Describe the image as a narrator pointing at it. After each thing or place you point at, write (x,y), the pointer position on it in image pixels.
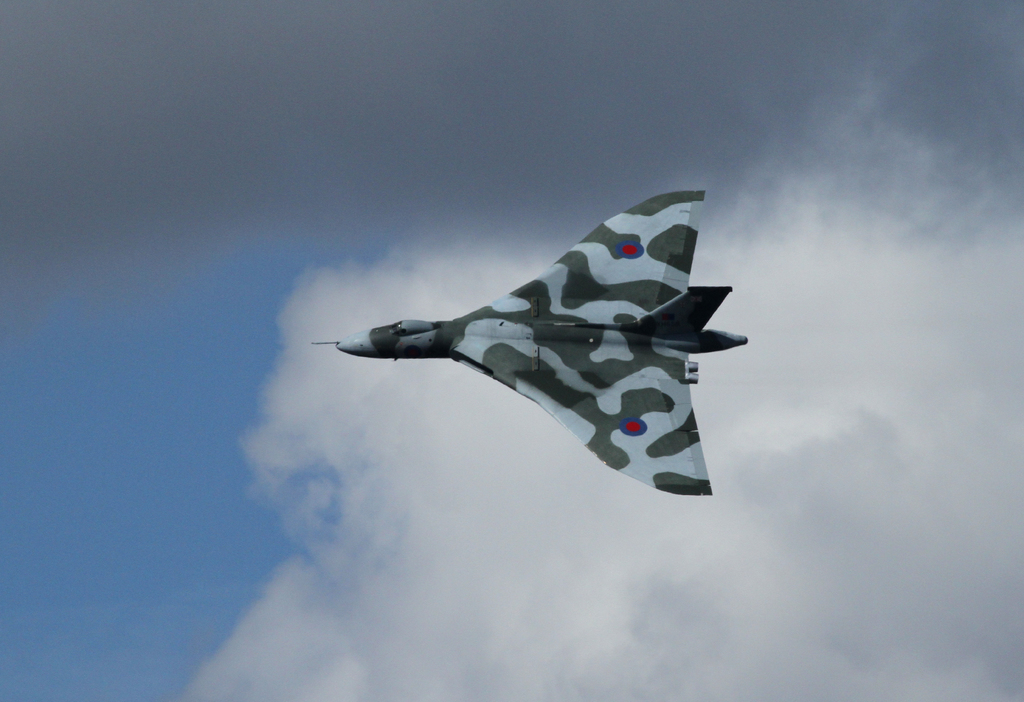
In the center of the image (487,310) we can see a military aircraft (549,333) flying in the sky (497,482).
